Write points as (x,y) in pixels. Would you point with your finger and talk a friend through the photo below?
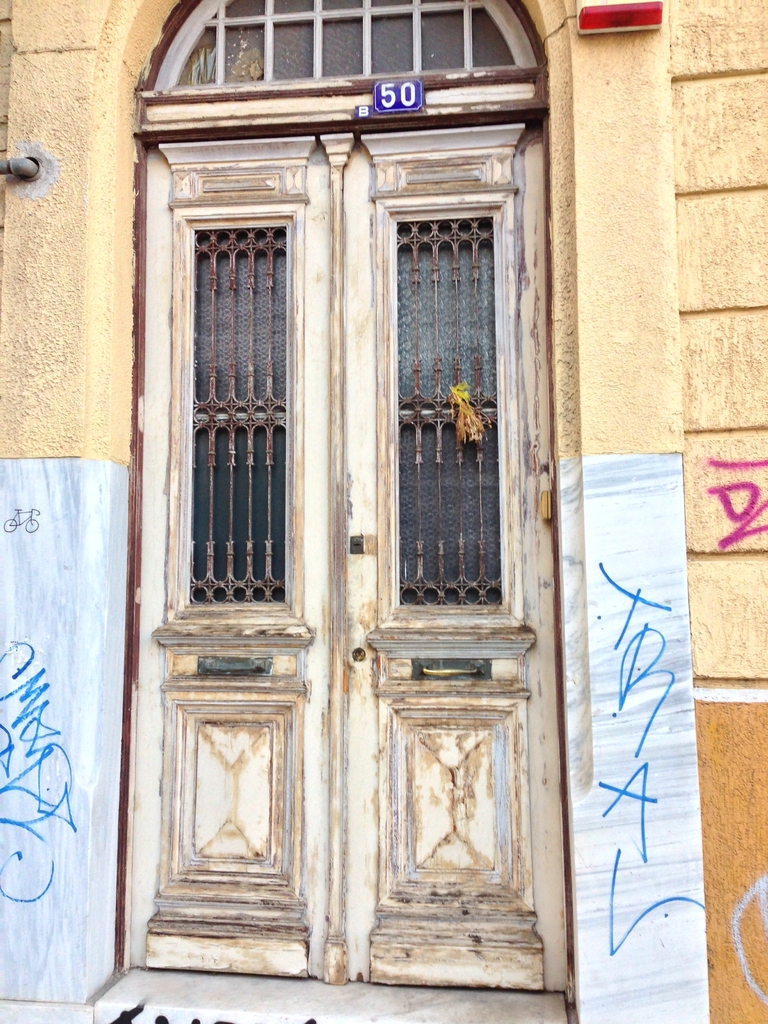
In this image I can see a building (694,641), windows (442,71) and door (388,176). I can see a blue color board (399,102) attached to the door (257,173).
